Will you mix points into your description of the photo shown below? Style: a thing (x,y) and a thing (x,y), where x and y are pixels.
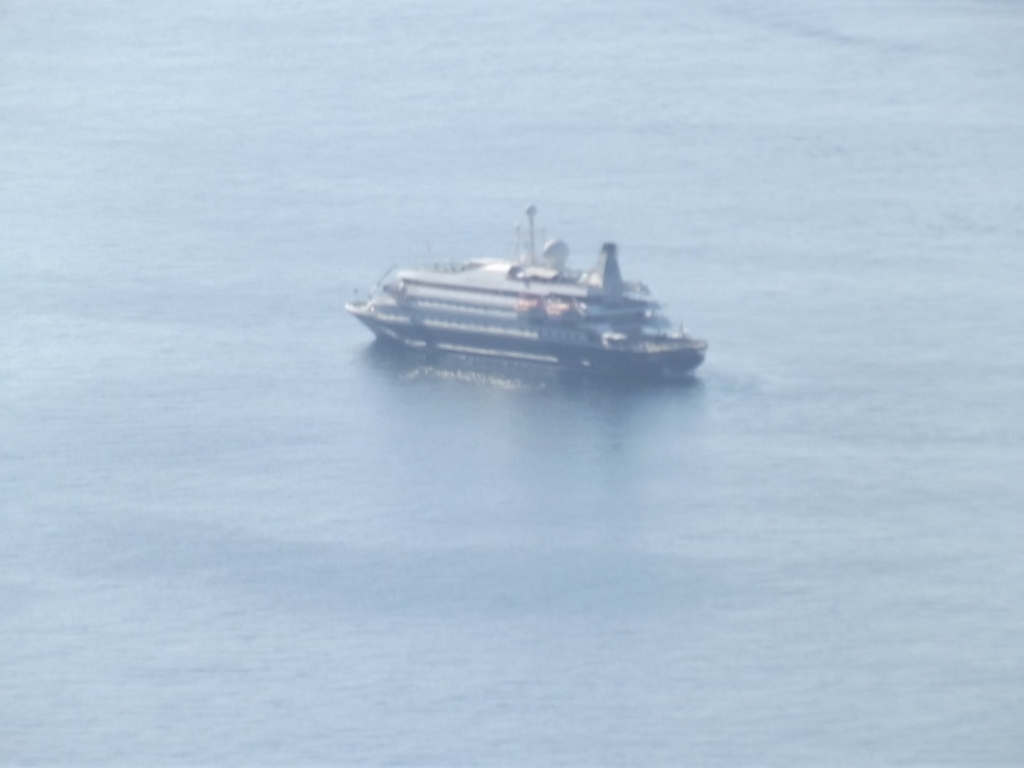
In this image, I see a ship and it is on the water (433,23).
